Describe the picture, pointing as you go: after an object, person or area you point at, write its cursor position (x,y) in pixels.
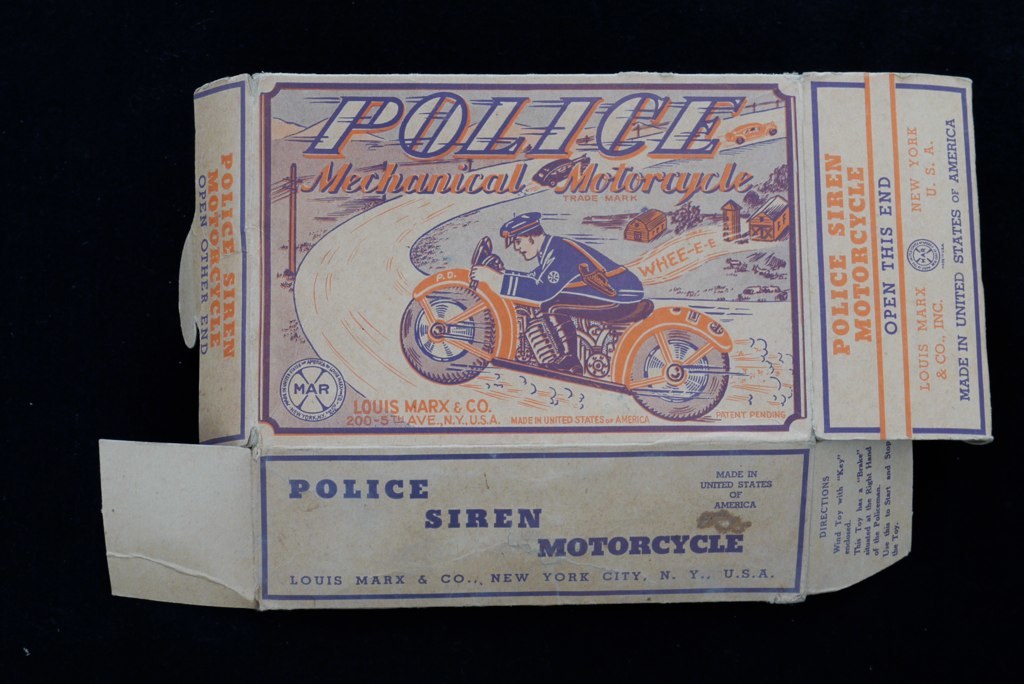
In the image we can see a box (599,175), on the box (496,179) we can see some text (641,117) and a person (634,283) is riding a motorcycle (690,338).
